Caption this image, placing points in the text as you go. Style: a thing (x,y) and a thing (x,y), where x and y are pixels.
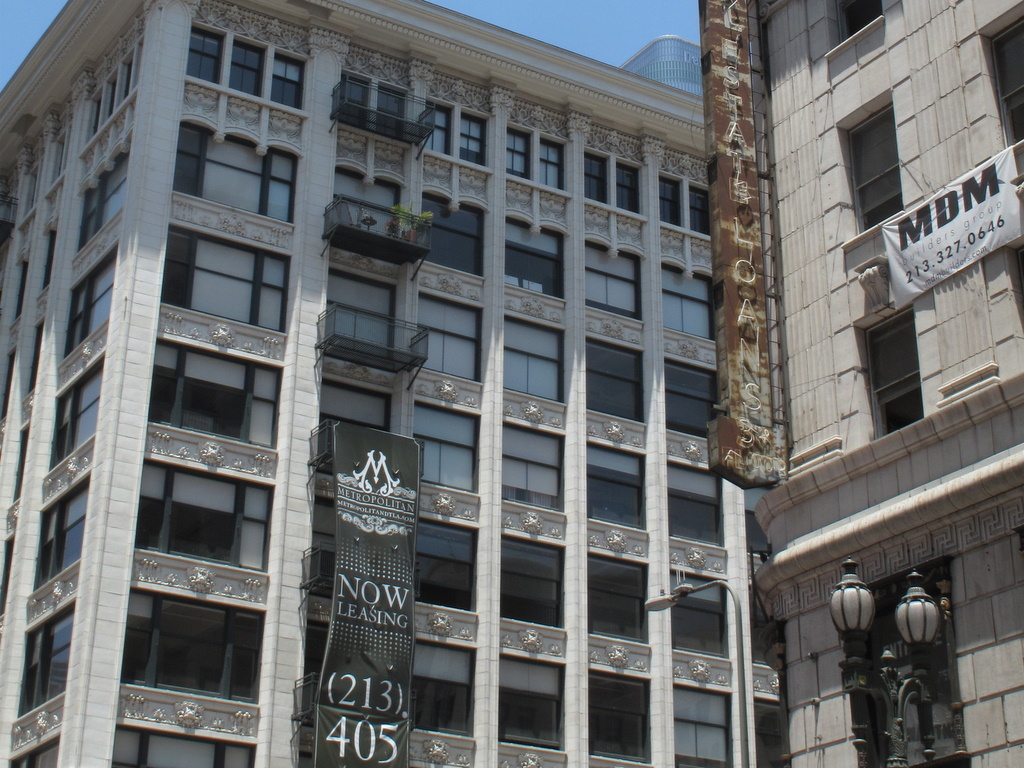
At the bottom of the picture (366,623), we see a board (401,605) or a banner (370,643) in black color with some text (350,595) written on it. In the right bottom (892,756), we see street lights (853,646). On the right side (906,266), we see a banner (947,242) in white color with some text (949,253) written on it. There are buildings (646,331) and iron railings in the background (522,301). At the top (585,40), we see the sky (574,35).
